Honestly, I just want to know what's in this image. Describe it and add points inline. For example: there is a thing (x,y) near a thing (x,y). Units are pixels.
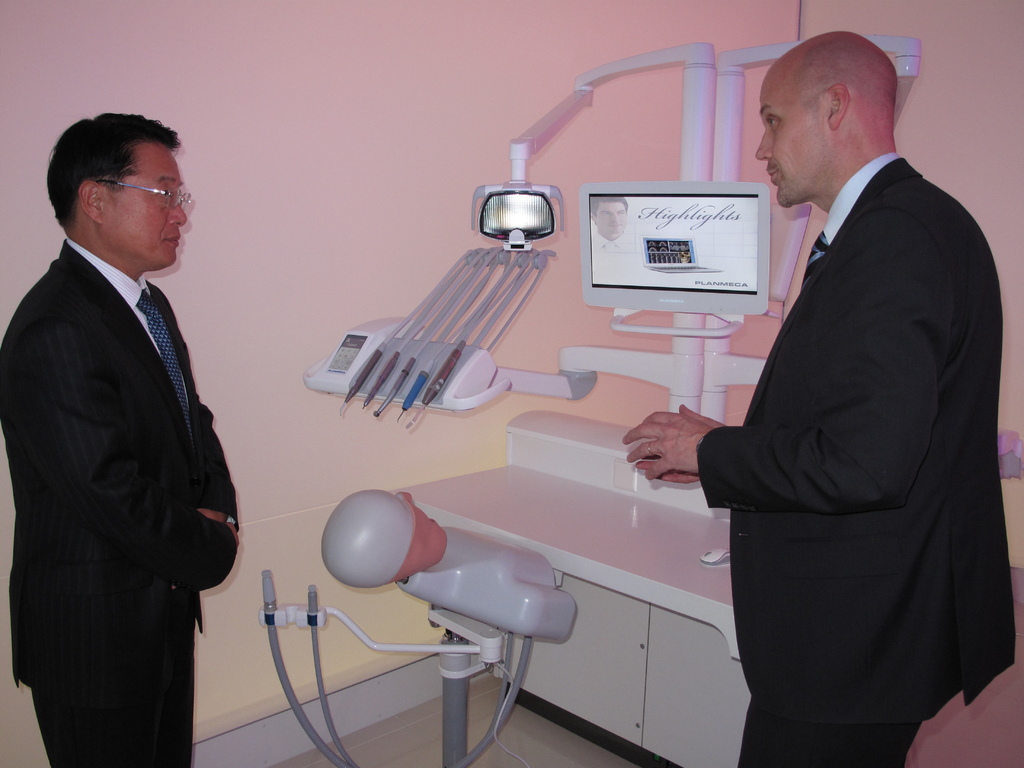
In this image I can see two people (838,394) standing and wearing black color dress (111,398). Back Side I can see machine (490,483) which is in white color. I can see a screen (614,228) and a wall (455,69).
